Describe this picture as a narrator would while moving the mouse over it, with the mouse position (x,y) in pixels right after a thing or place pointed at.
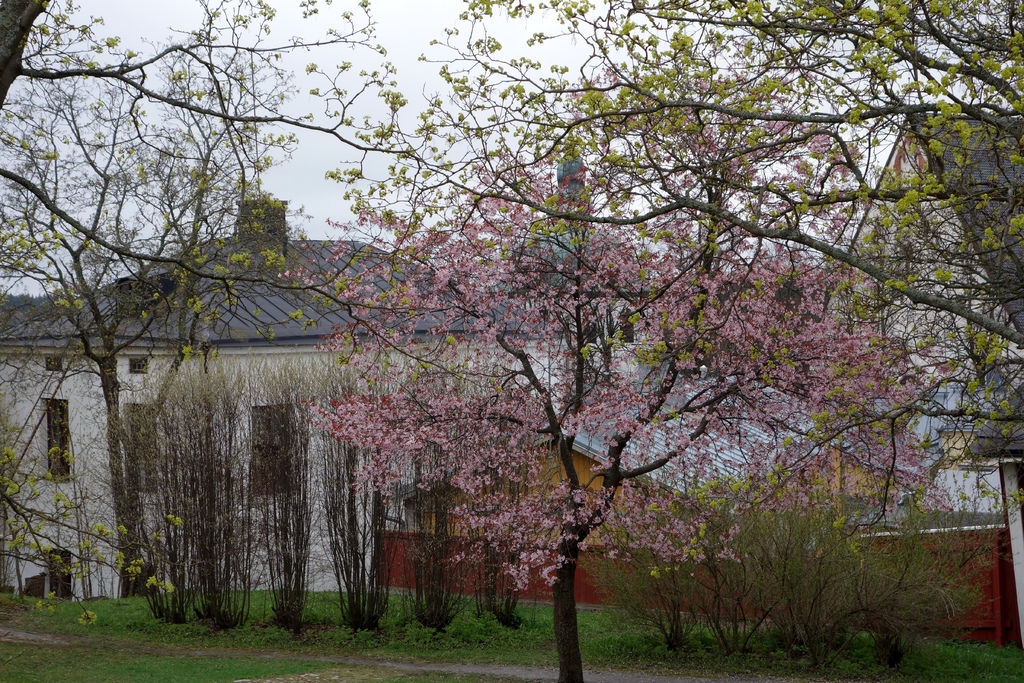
In this picture we can see grass (260,667) at the bottom (126,630), there are some trees (703,474) in the middle (522,332), in the background (576,460) we can see houses (310,350), there is the sky (404,78) at the top of the picture (411,16).
